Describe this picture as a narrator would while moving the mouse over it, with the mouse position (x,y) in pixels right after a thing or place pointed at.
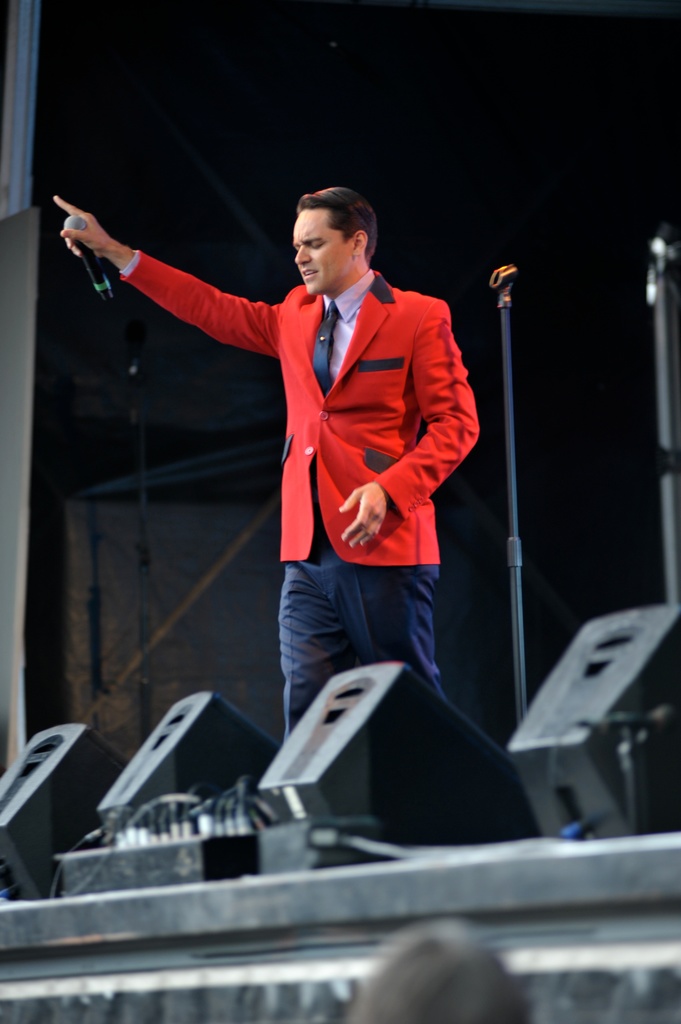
In this image, we can see a man (412,437) holding mic (103,289) in his hand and in the background (509,375), there is a mic stand (506,305). At the bottom (436,773), there are speakers (411,812).
